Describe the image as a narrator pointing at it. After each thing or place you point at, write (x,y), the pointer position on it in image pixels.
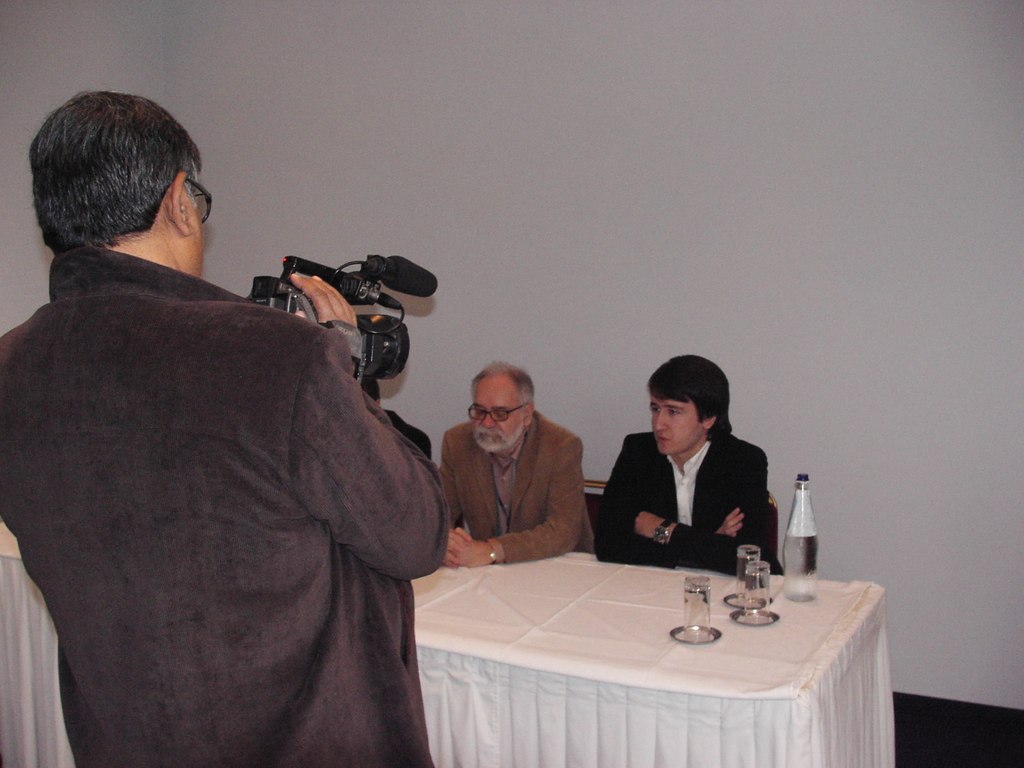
These two persons (611,476) are sitting on the chairs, this person (262,497) standing and holding camera (375,332). We can see glasses (695,601), bottle (791,582) on the table (524,619). On the background (606,190) we can see wall (784,164).
